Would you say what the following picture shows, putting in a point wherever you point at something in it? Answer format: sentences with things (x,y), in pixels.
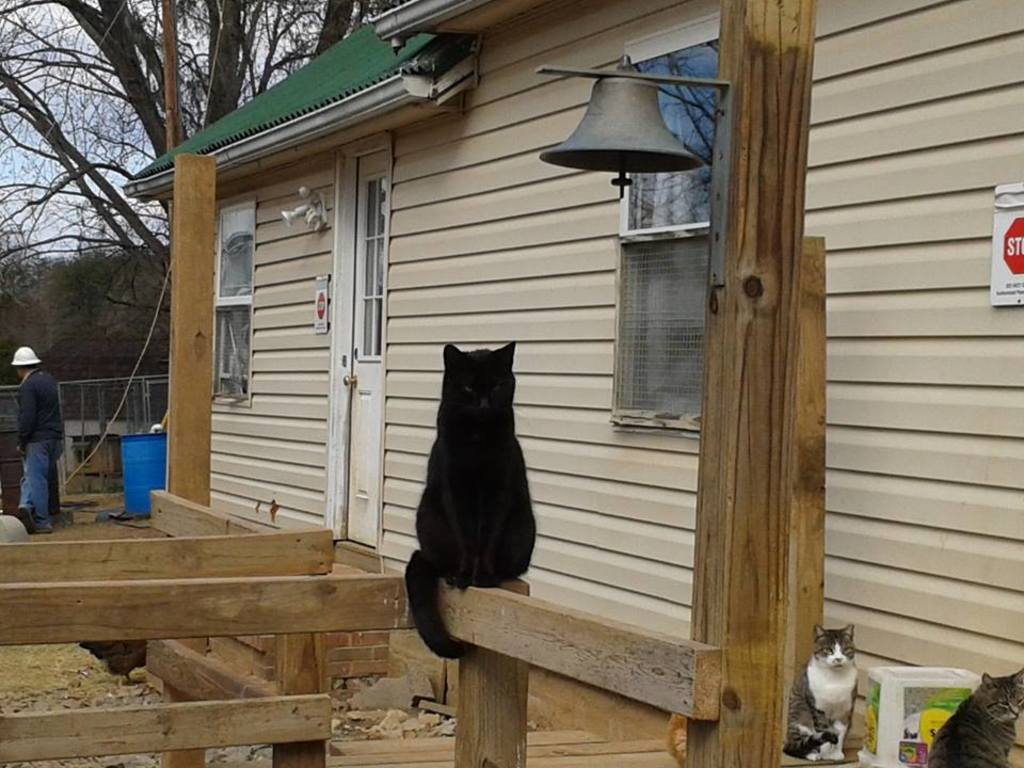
In the middle of the image (511,382) there is a cat (479,569) on a wooden fencing (399,609). Behind the cat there is a house (351,50), on the house (344,68) there is a sign board (1008,271) and windows (250,226) and door (373,213). In the bottom right corner of the image (836,636) there are two cats (1009,752). On the left side of the image (162,446) a person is standing and there is a bucket (164,461). Behind them there is fencing (143,414) and there are some trees (188,48). Behind the trees (61,289) there is sky (107,114).
